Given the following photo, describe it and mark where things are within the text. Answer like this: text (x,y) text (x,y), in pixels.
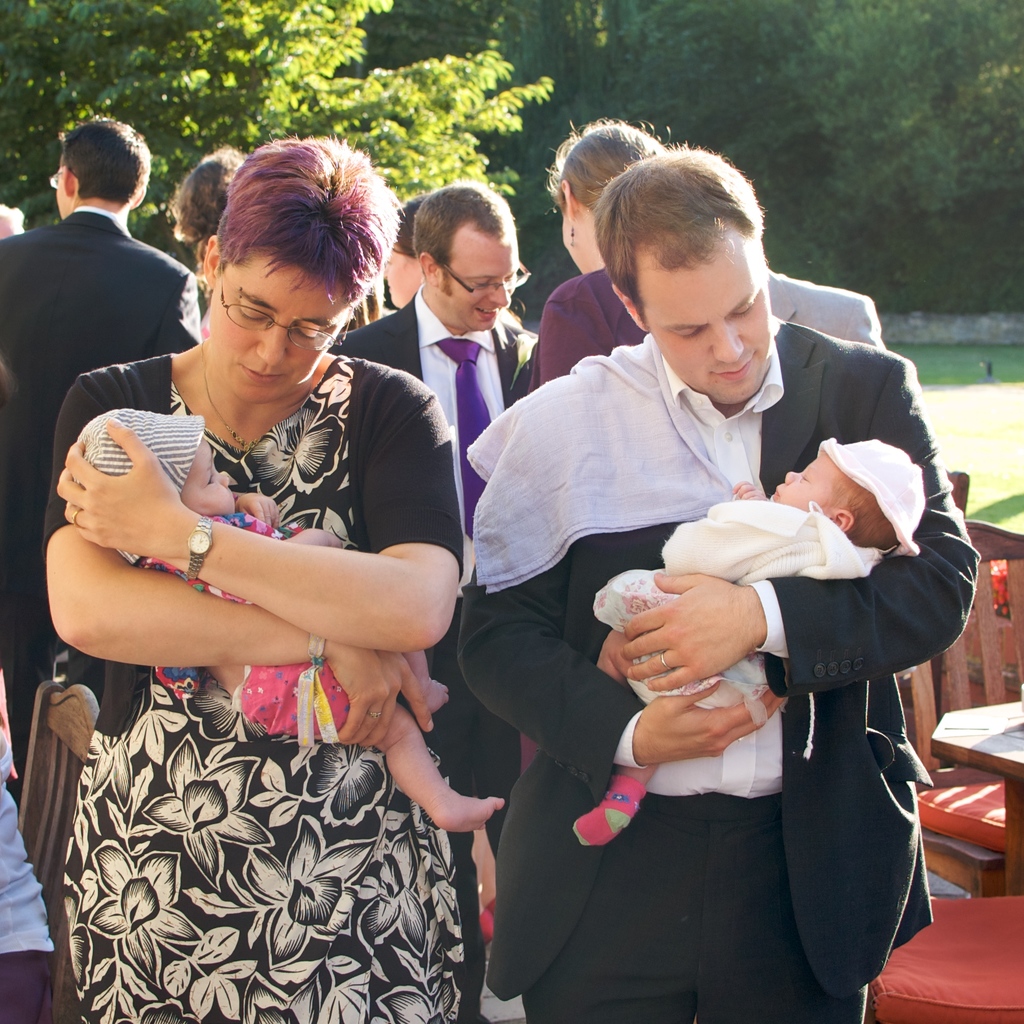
there are people (454,421) standing there is a man (640,308) and woman (373,385) carrying baby (866,570) in their hands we can see trees (837,21).
